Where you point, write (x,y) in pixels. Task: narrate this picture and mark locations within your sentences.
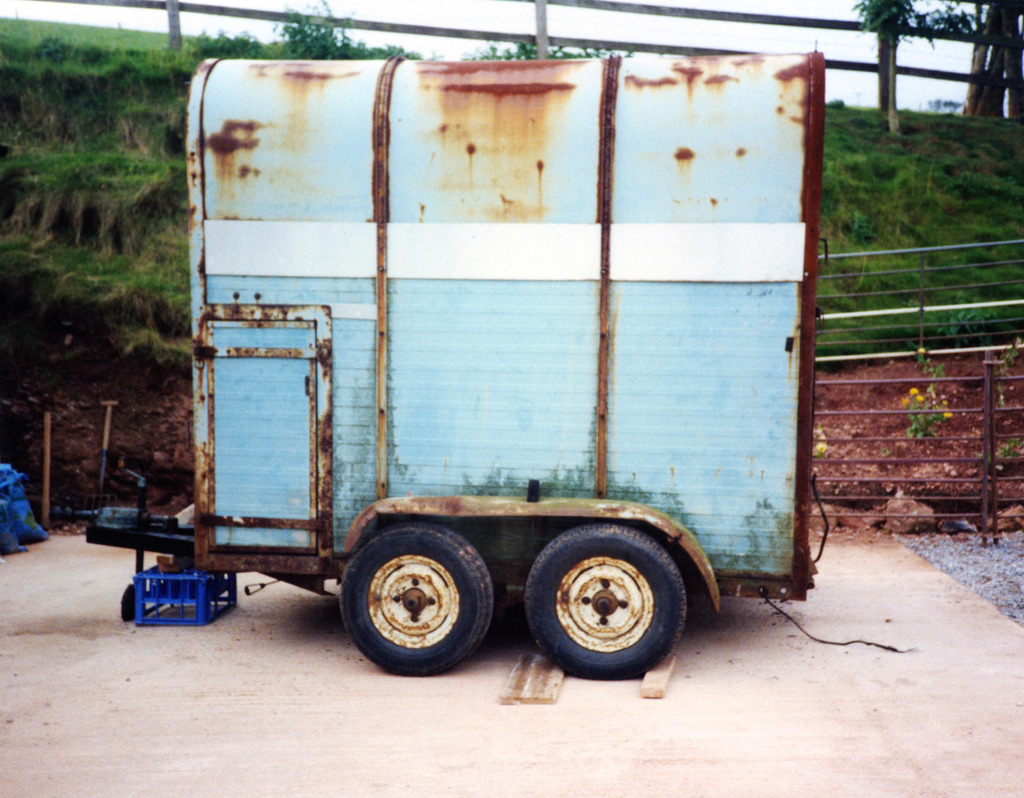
In this image at front (547,241) there is a vehicle (670,486). At the background (913,188) there is grass (887,174) on the surface (918,172).
